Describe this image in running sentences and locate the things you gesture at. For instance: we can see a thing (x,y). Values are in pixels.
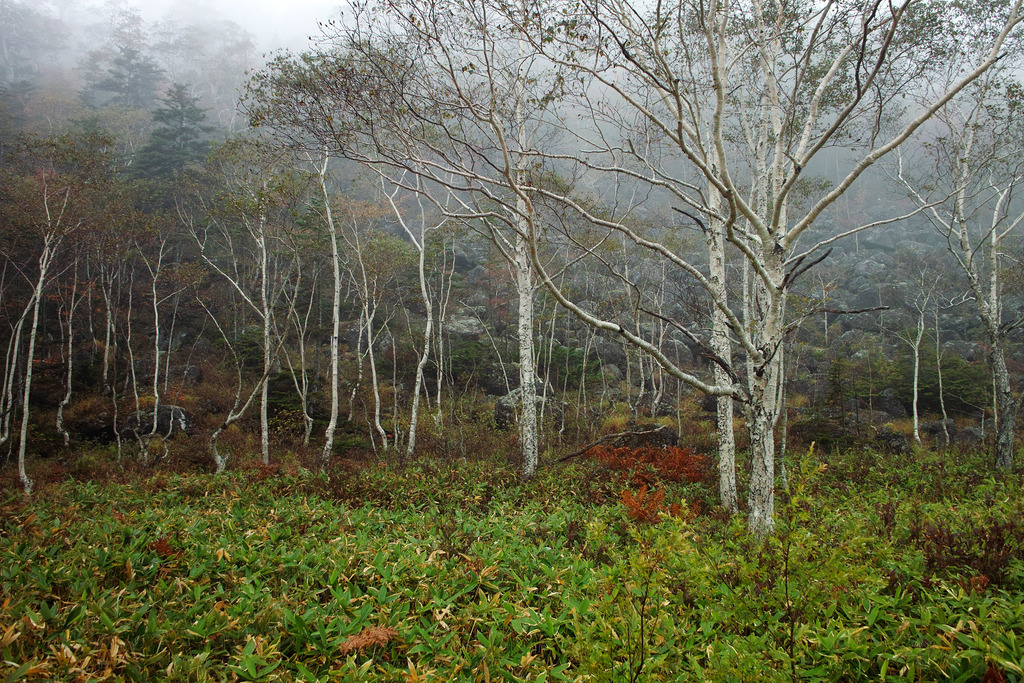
This image is taken outdoors. At the bottom of the image (547,612) there are a few plants (377,462) with green leaves (575,605) and stems (848,526) on the ground (264,618). In the middle of the image (405,302) there are many trees (784,465) with green leaves (356,68), stems (720,281) and branches (367,296). At the top of the image (289,18) there is the sky (270,17).
